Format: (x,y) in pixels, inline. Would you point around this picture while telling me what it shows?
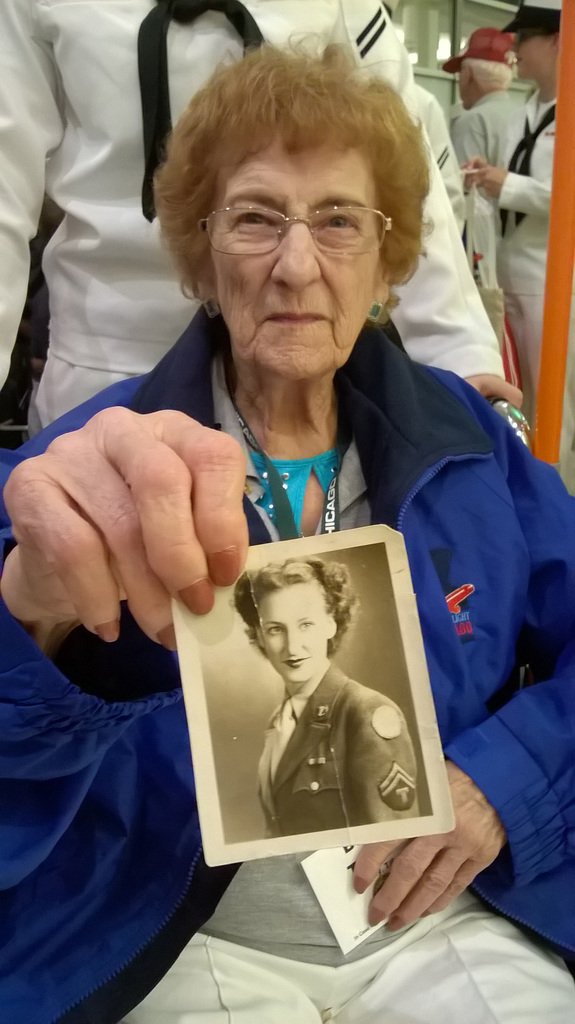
In the image we can see a woman (421,473) wearing clothes (481,624), identity cards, spectacles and earrings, she is holding a photo (307,732) in her hand (463,869) and in the photo (293,795) there is a person (275,739). Behind her there are other people (448,133) standing and wearing clothes (508,122).
